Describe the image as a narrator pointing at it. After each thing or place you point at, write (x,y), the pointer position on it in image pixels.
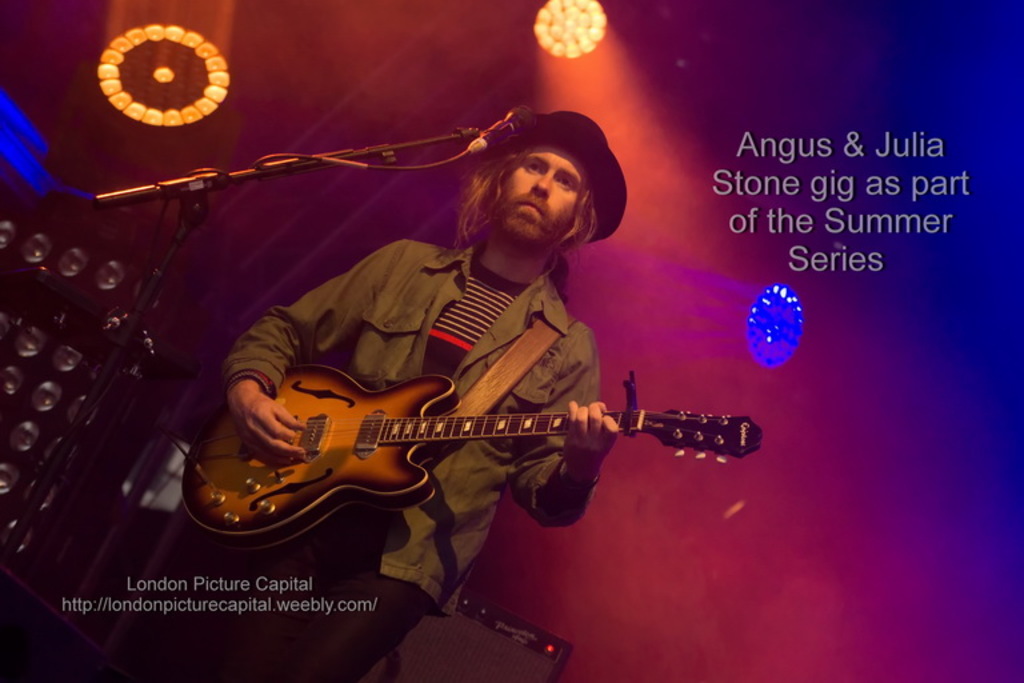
In this image I can see a man (503,274) is standing and he is wearing a jacket (541,378) and a hat (596,153). I can also see he is holding a guitar (471,430). Here I can see a mic (488,142) and few lights (546,22).
